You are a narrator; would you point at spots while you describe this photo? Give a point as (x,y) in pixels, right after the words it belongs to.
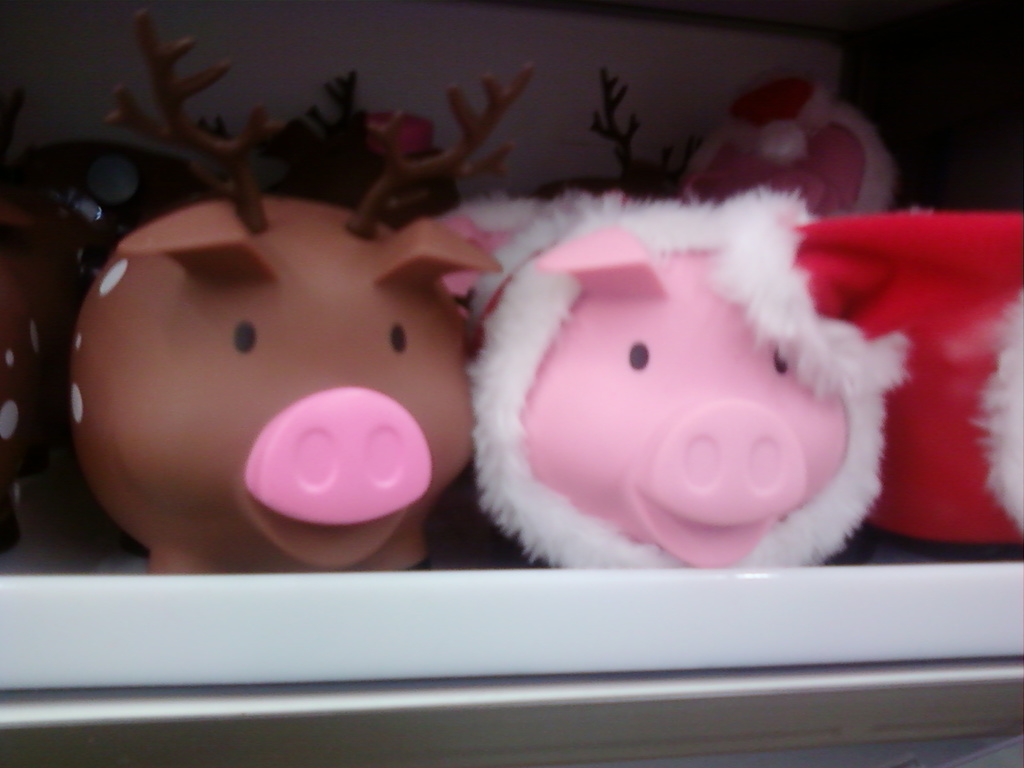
In this image there are toys (928,395) on a rack (617,627).
